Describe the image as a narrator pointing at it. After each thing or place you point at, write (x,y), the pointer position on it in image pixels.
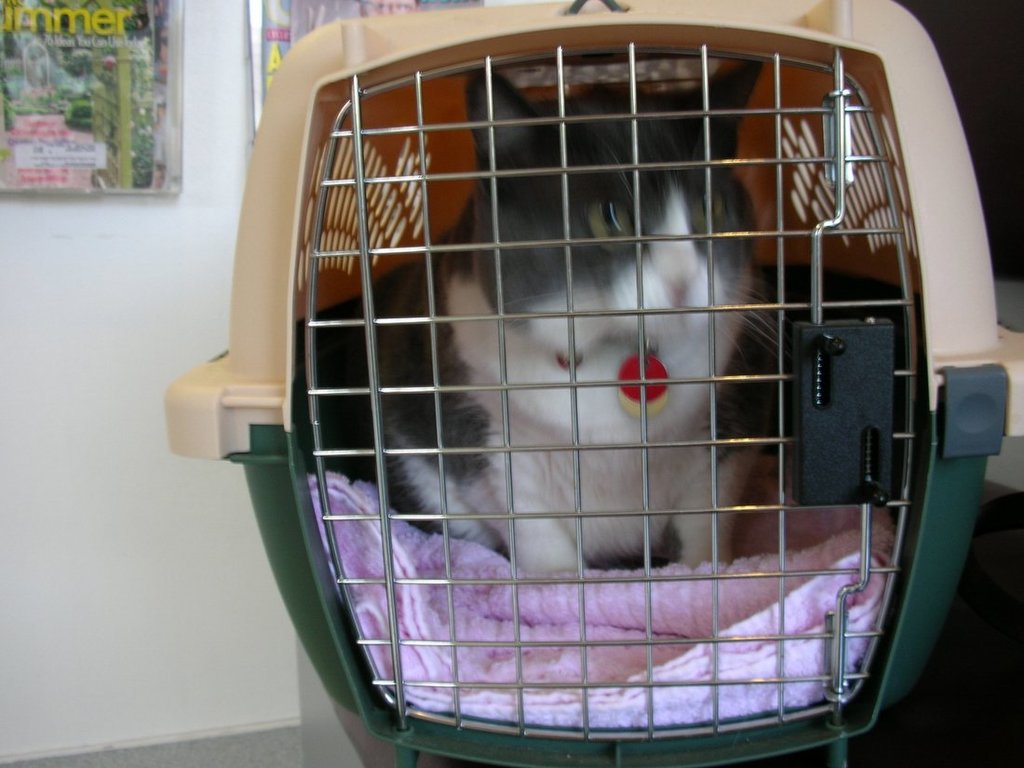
In this picture we can observe a cat (528,181) placed in an animal cage (345,303). There is a pink color towel (643,605) in the cage (643,443). The cat (526,337) is in grey and white color. In the background (131,327) there is a wall (102,370). We can observe a photo frame (93,132) fixed to the wall (198,86).
